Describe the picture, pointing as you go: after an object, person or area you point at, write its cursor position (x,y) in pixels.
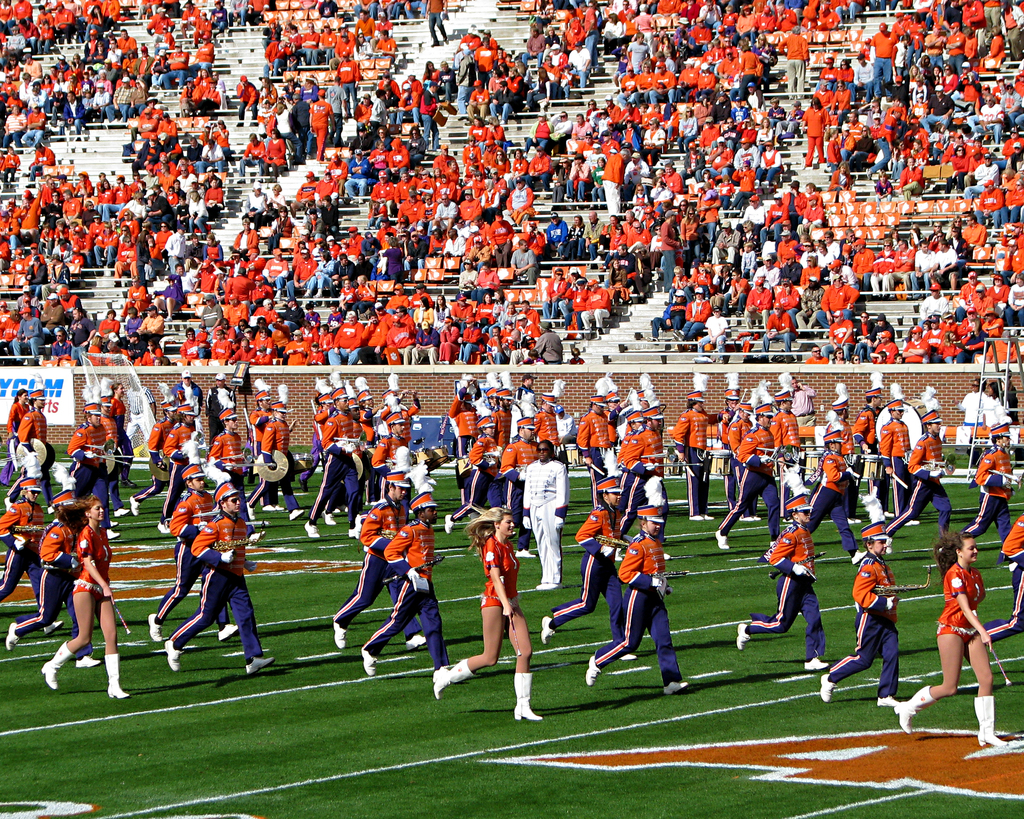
At the bottom of the image (202,554) we can see people (178,473) marching on the ground (304,729). In the background (422,292) there is crowd (776,229) and we can see bleacher chairs (858,226). In the center (584,382) there is a wall (857,382).
